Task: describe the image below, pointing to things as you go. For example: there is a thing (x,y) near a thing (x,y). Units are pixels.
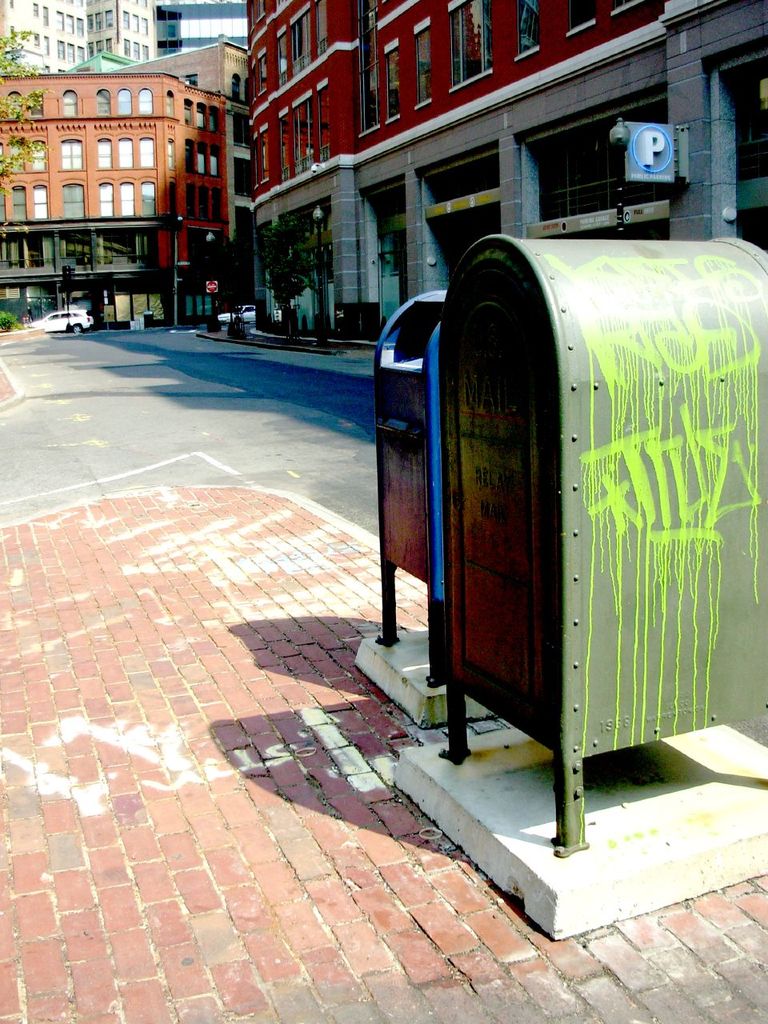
In this image I can see there is a road (232,466) and a car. And beside the road (45,423) there is a sidewalk (290,604) and on that there is a box (598,402) and a street light (623,163). And at the right side (628,44) there are buildings (342,274) and trees (280,299). And there is a board (659,169) attached to the building (606,176).
